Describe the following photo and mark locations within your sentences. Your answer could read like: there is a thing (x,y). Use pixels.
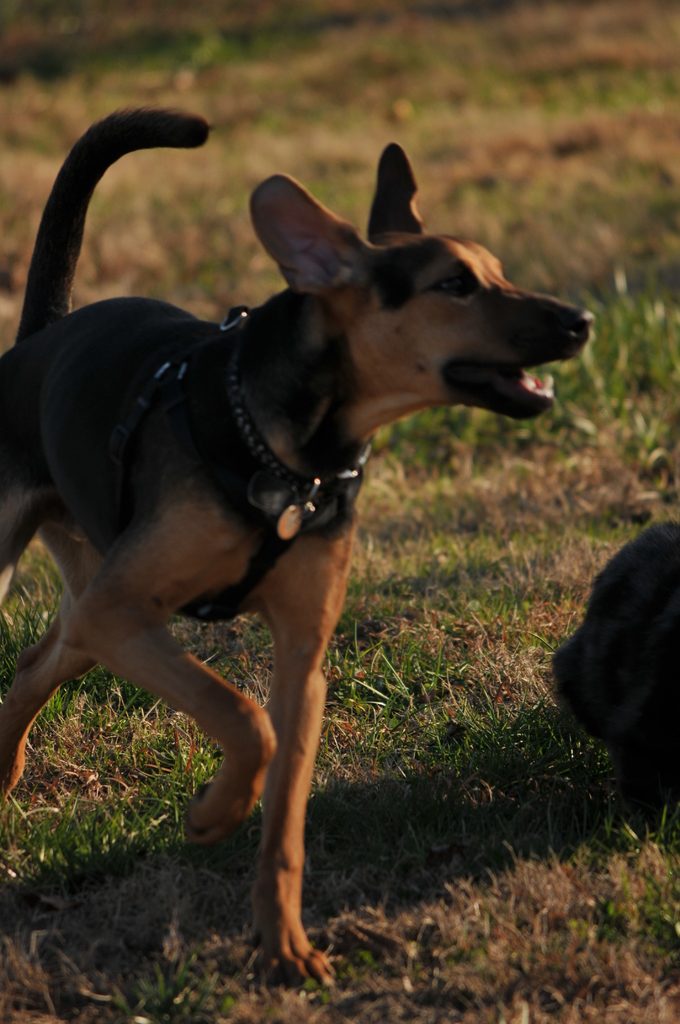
In this picture, there is a dog (212,416) which is in brown in color. On its neck (295,360), there is a belt (277,552). At the bottom (548,924), there is a grass (454,726).
